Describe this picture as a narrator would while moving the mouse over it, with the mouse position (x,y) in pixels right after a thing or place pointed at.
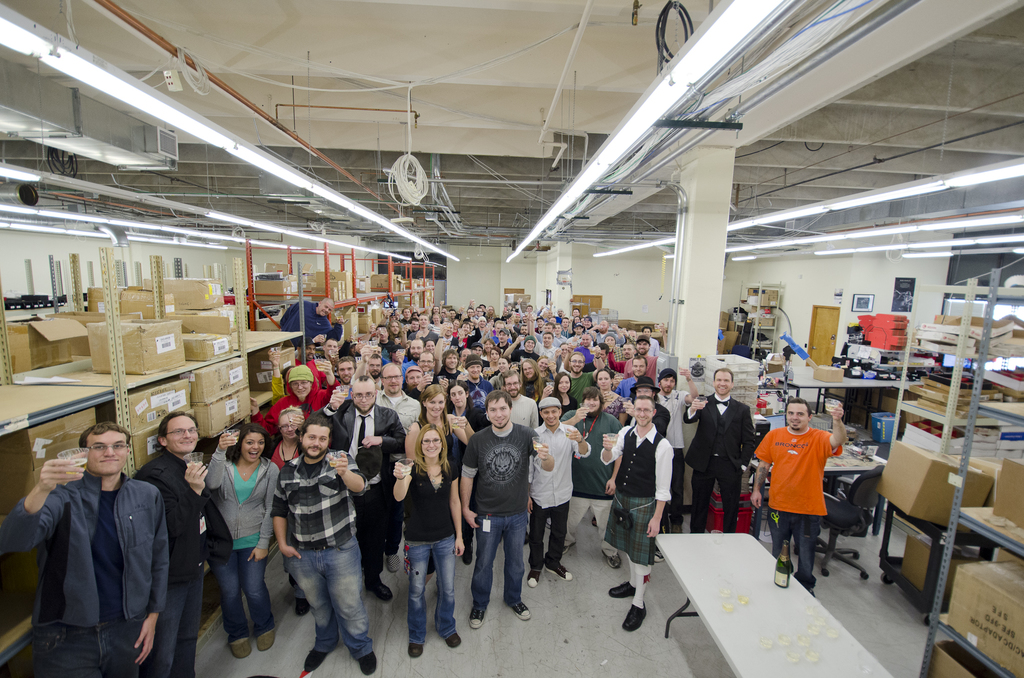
In this image there are people (424,491) standing, on either side of them there are racks (154,368), in that racks (956,501) there are boxes (974,434), at the top (106,192) there are lights (622,134).
